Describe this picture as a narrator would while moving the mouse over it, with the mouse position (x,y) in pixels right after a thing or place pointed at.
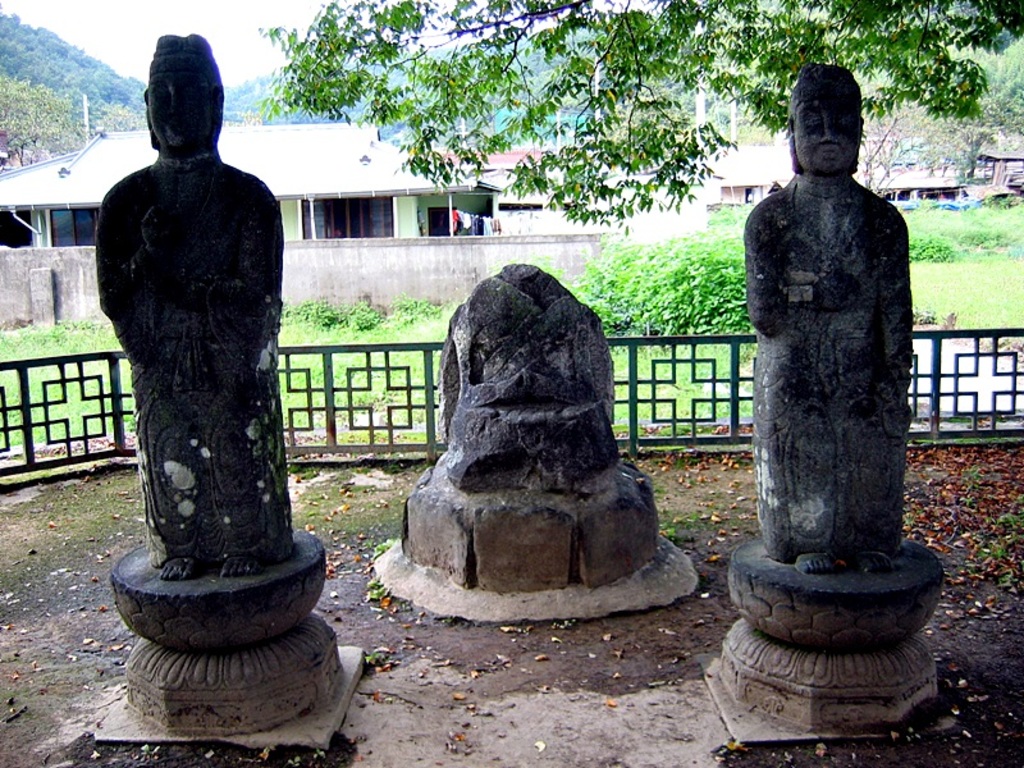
In this image I can see there are three statues (219,195), at the back side (322,160) there are houses (502,186) and trees (457,112), at the top (283,54) it is the sky (262,54).
